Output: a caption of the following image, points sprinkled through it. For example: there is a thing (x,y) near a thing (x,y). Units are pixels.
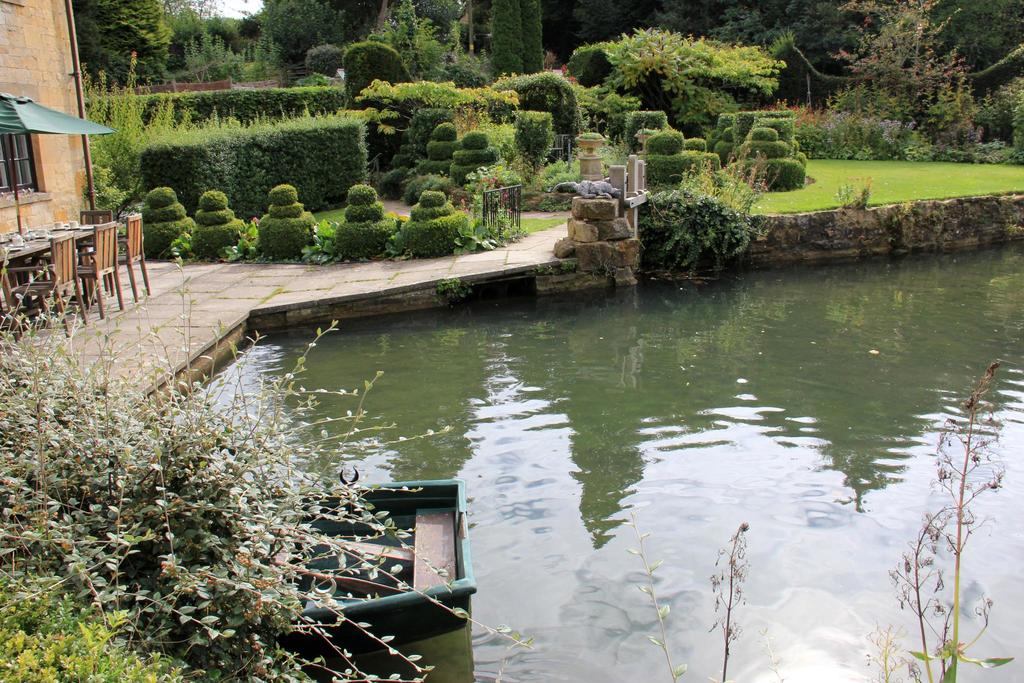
In the center of the image (551,379) there is water (674,376). In the background of the image (729,89) there are trees (732,89), plants (424,131), grass (834,163). To the left side of the image (42,17) there is a building (51,170). There are chairs (86,255), tables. To the left side (111,493) bottom of the image (141,533) there are plants (169,514).
